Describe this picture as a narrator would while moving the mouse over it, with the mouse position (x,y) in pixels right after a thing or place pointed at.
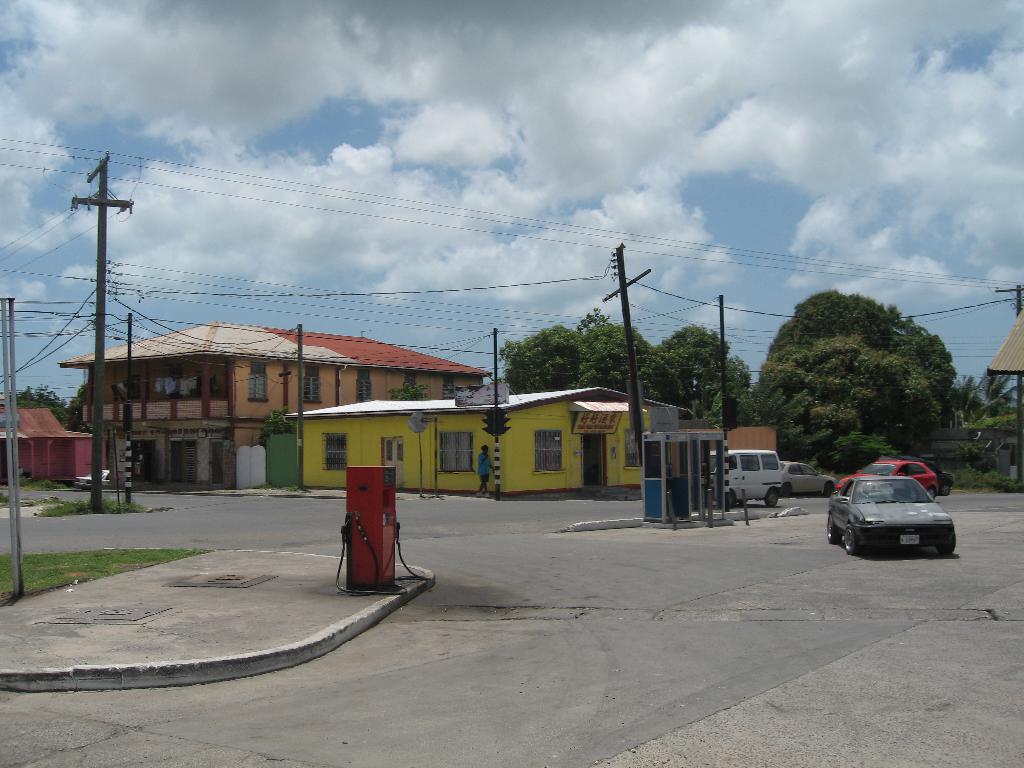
This is an outside view. On the right side (868,506), I can see few cars (853,499) on the road (773,604). On the both sides of the road (107,515) I can see few poles (99,336) along with the wires (123,321). In the background (335,456) there are some buildings (210,416) and trees (843,390). At the top of the image (502,147) I can see the sky (301,127) and clouds (231,84).
